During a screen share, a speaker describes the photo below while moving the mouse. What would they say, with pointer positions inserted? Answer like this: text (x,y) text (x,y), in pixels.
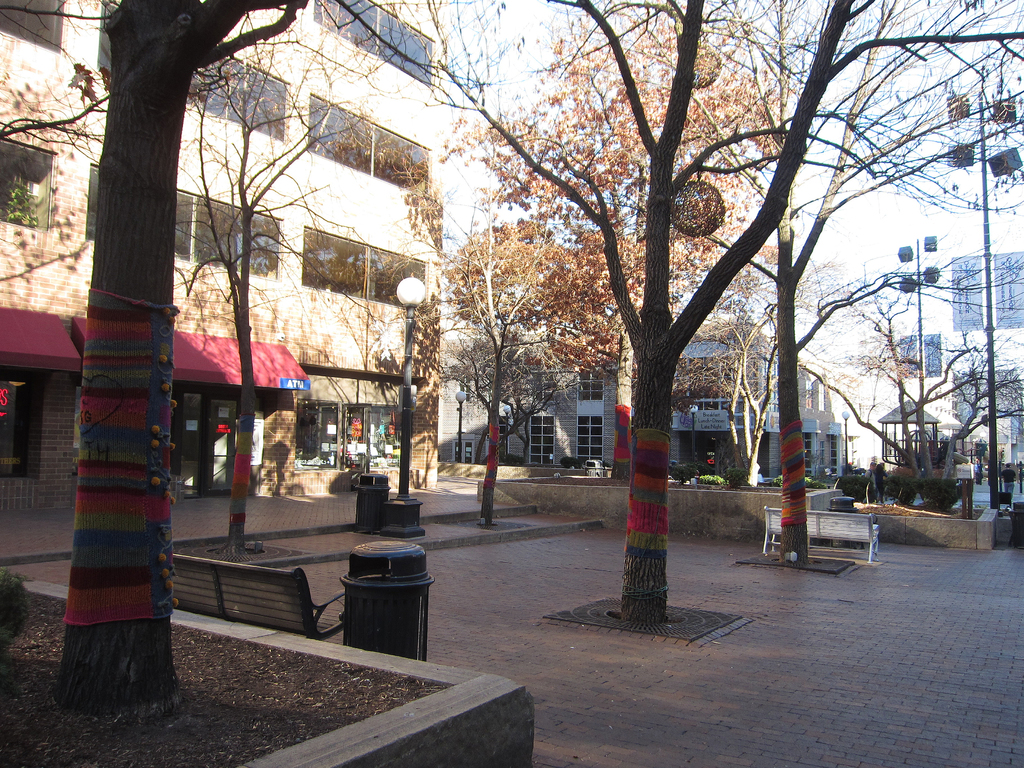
In this image we can see a group of trees (531,307) and in the middle of the trees (748,363) there are few benches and dustbins (406,573). Behind the trees (627,474) we can see few buildings (310,257), pole (408,398) with lights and on the right side of the image (922,330) there are few poles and persons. At the top (526,88) we can see the sky (517,73).
